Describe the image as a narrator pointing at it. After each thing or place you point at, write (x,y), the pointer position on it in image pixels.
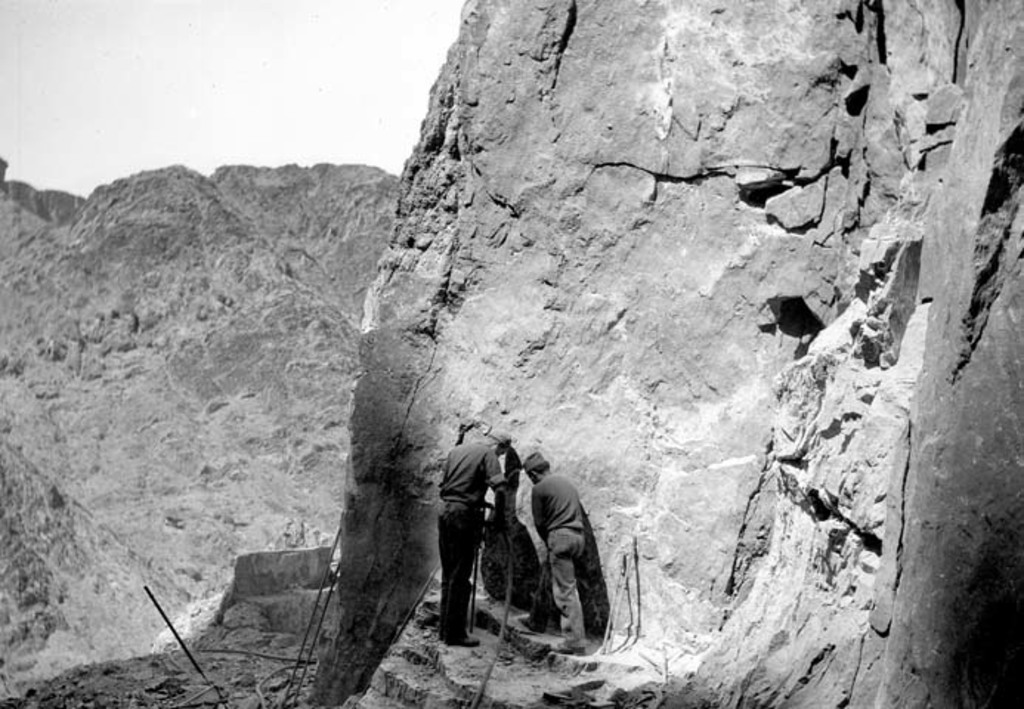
In this image I can see two persons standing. In the background (338,261) I can see few rocks (423,295) and the image is in black and white.
